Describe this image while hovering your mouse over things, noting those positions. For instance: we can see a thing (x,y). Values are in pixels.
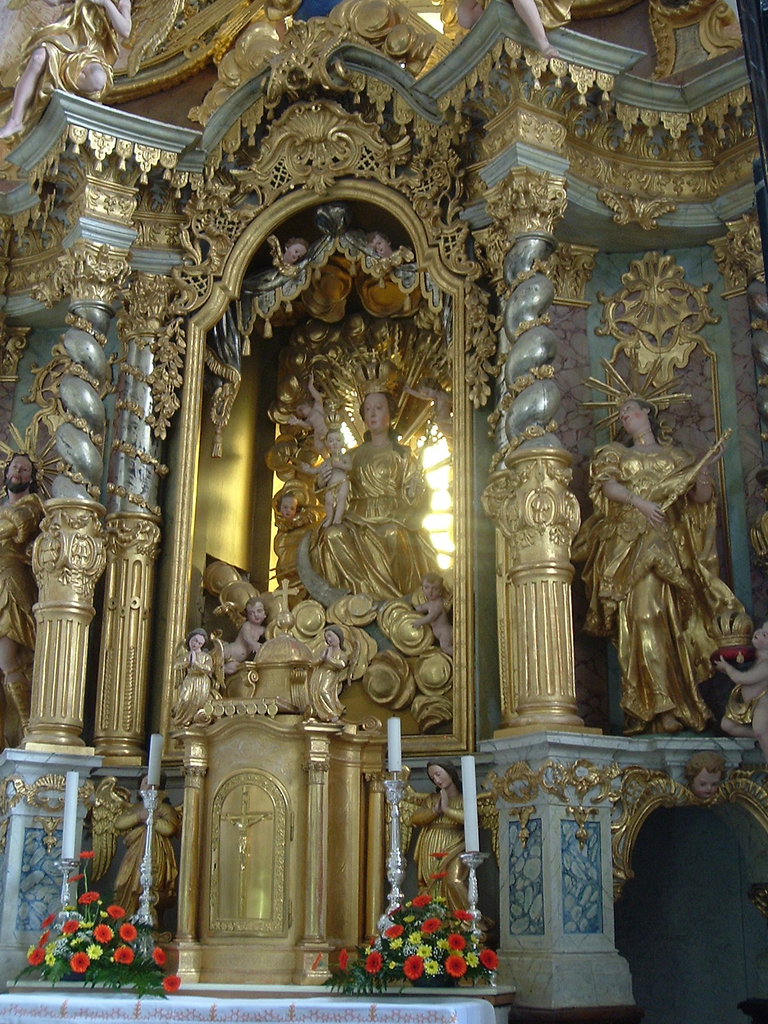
In this picture I can see flower bouquets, there are candles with the candles stands (144,870) and there are sculptures (416,691).
